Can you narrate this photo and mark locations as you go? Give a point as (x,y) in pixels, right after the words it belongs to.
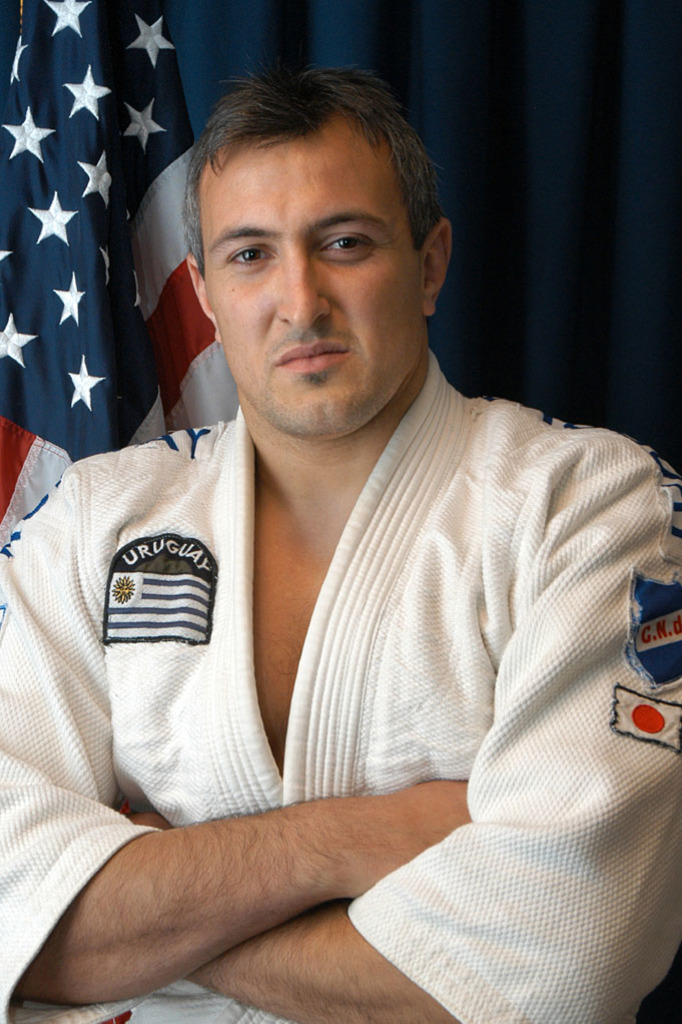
In this picture, we see a man (390,489) wearing a white dress (361,763) is standing. He might be posing for the photo. Behind him, we see a flag (57,384) in white, red and blue color. In the background (418,115), we see a blue color sheet (574,284) or a curtain (566,340).
